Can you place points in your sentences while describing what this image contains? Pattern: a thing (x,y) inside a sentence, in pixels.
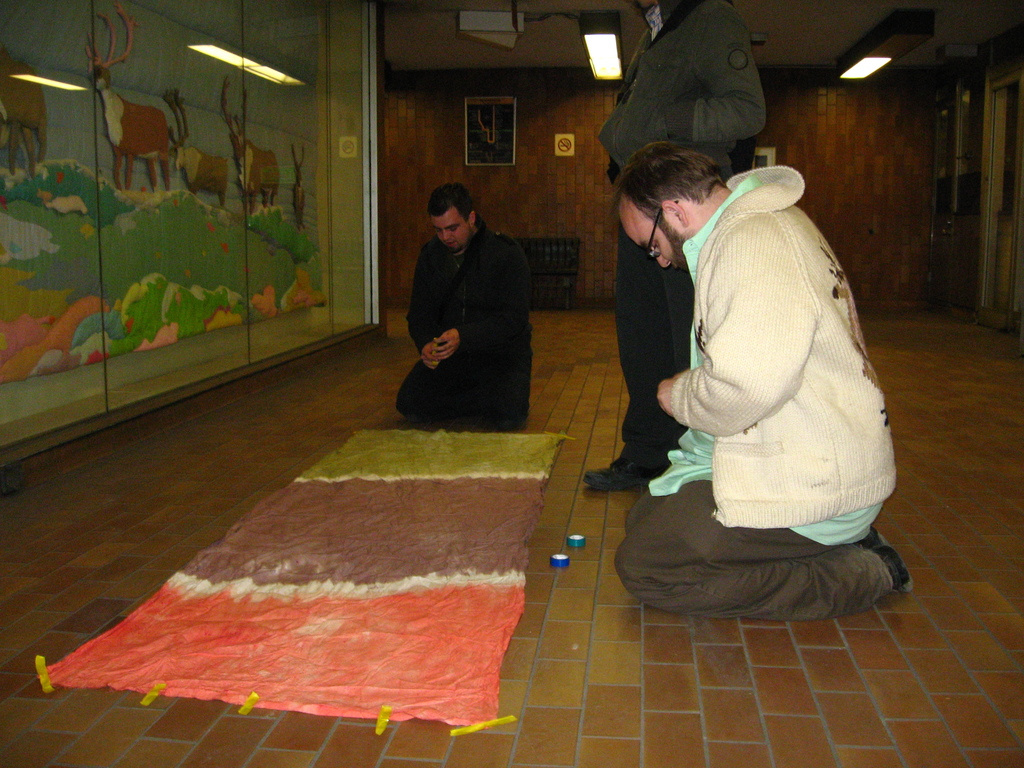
In this picture there are two persons (641,496) on knees (685,492) and there is a person (644,355) standing. At the bottom (335,631) there is a cloth (400,686) and there are plasters (571,539). On the left side of the image (6,90) there is a picture (210,287) of deers (302,210) on the grass (171,245). At the top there are lights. At the back (514,117) there are frames (473,112) on the wall (793,151). On the right side of the image (985,300) there is a door (1005,203).
